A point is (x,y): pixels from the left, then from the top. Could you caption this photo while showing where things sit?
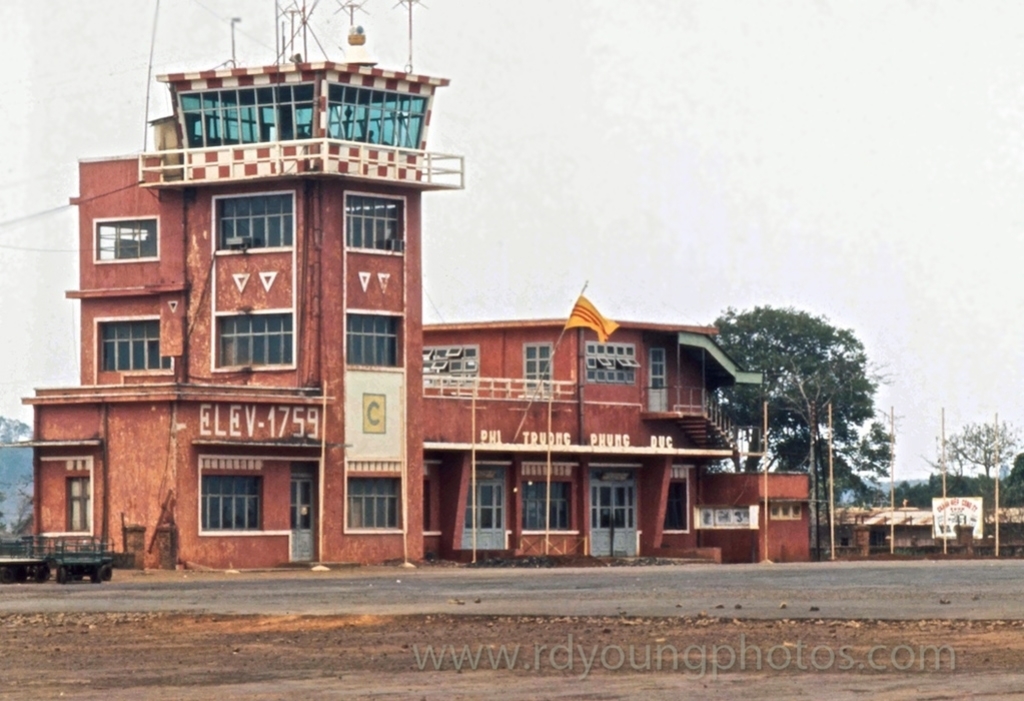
In this image there is a building (390,446) with red colour paint (341,414). There are poles (323,424) on the footpath (287,570). At the bottom (373,588) there is a road (821,589). At the top (616,109) there is the sky (647,123). On the right side (884,425) there are trees (821,400) in the background (934,487). There is a board (963,509) attached to the pole (942,499). On the ground (444,677) there is soil (431,664).
